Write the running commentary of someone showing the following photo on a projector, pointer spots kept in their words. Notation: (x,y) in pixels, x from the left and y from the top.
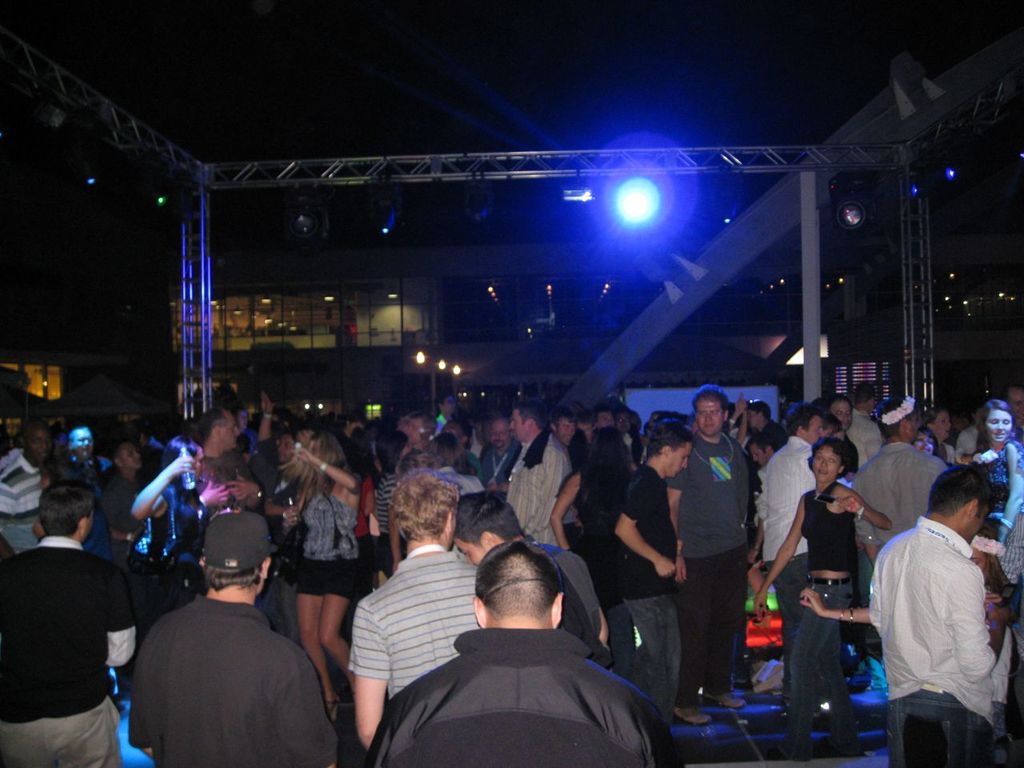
This image consists of so many people (587,556). In the middle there is light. In the middle (351,487) people (554,477) are dancing.
